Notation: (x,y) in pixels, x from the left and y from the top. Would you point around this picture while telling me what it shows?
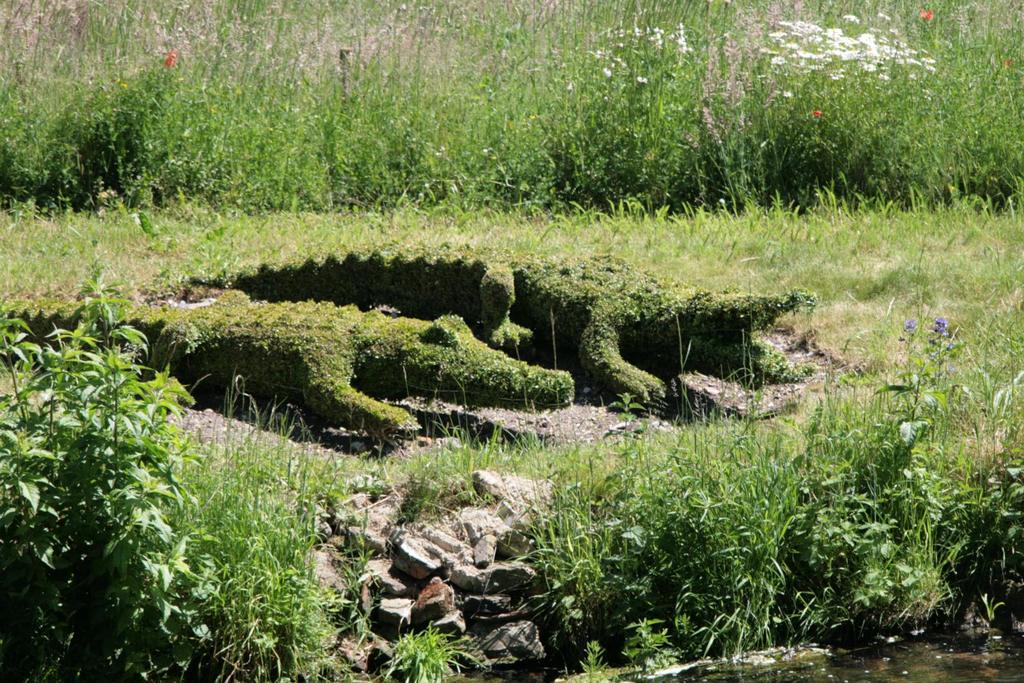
In this picture, we can see the ground (280,458) with grass (308,482), plants (87,382), flowers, and plants (449,312) in shape of crocodile.
